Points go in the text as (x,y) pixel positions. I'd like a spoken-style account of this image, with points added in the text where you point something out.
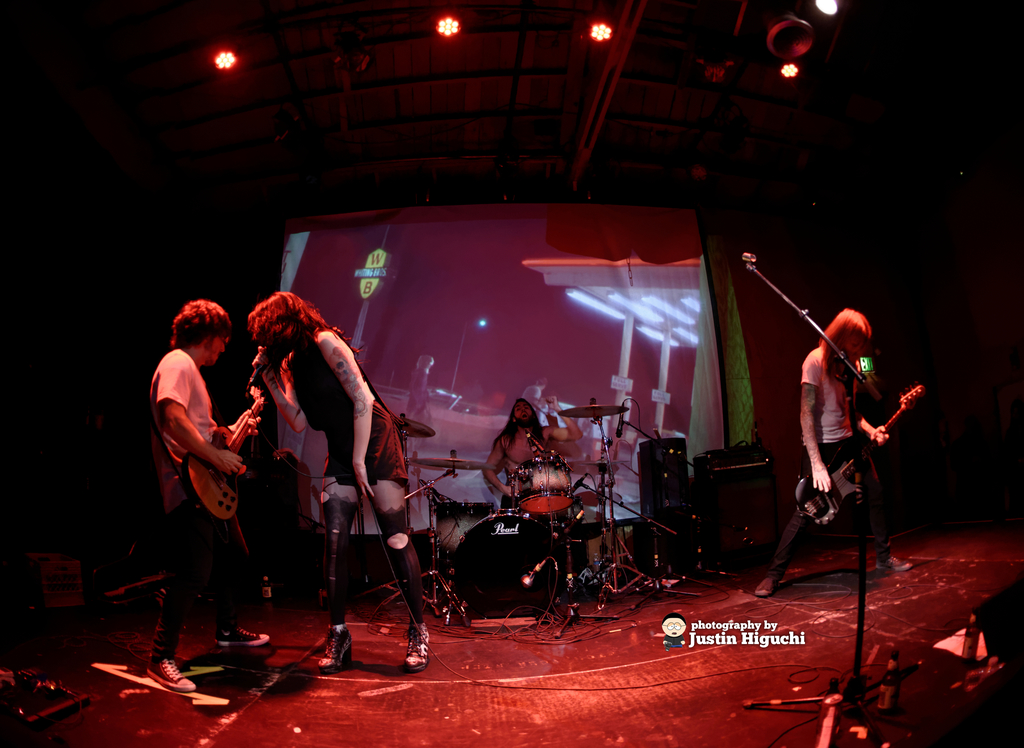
In picture there is a stage (441,711) in which two persons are playing guitar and one person (333,372) is singing in a microphone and another person (509,454) is playing drums (548,469) there are sound systems (752,444) near the person (503,440) there lights (222,67) near to the roof (263,35) there is an LED screen (442,334) back of the person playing drums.
